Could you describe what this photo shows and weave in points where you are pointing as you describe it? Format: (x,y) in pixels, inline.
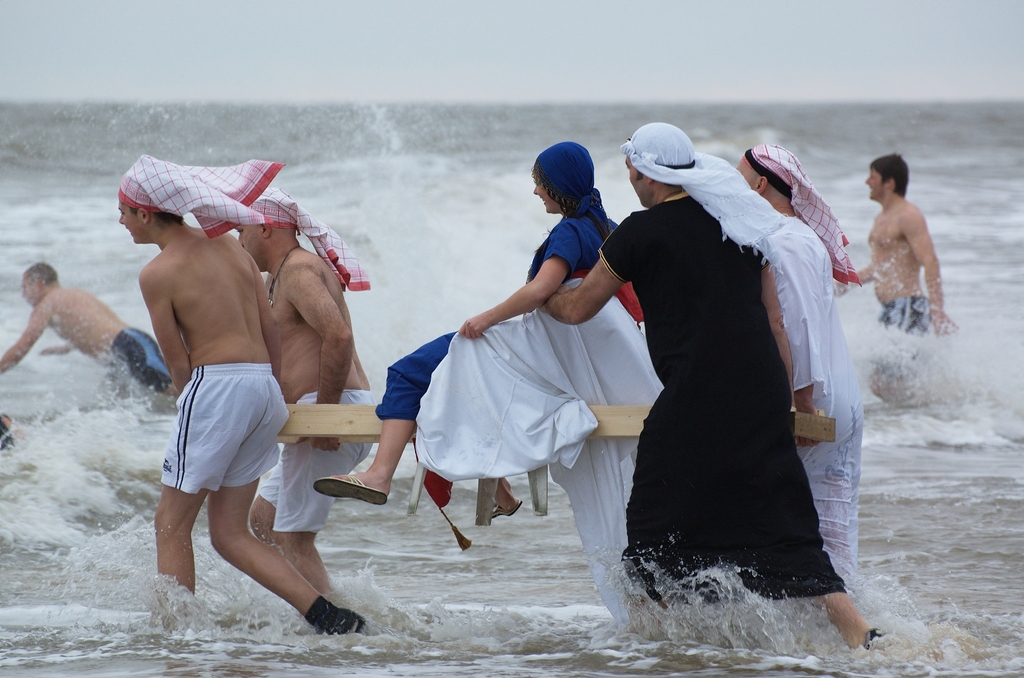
In this image I can see number of persons (228,410) wearing white colored shorts (230,445) and a person (709,330) wearing black colored dress (715,343) are standing on the water (465,589). I can see a wooden plank (348,426) on which I can see a woman (409,360) wearing blue colored dress (419,368) is sitting. In the background (471,202) I can see the water (418,151), few persons (30,269) in the water (882,137) and the sky (333,44).
